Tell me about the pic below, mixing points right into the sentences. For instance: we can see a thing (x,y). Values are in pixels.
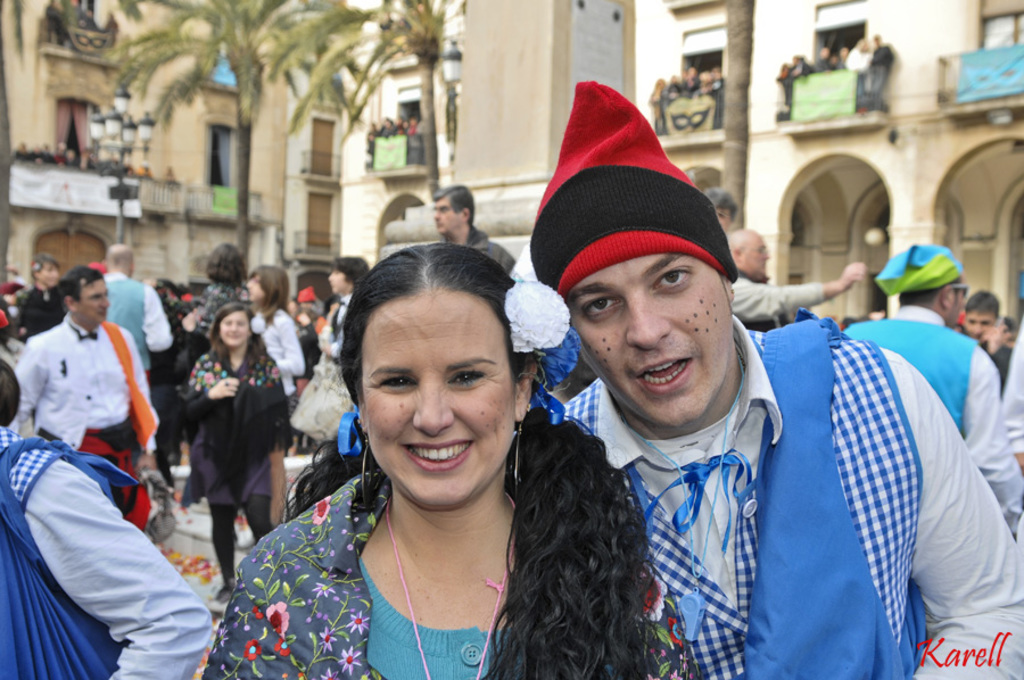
This image is clicked outside. There are many people (460,521) in this image. In the front (642,516), the man (678,467) is wearing red cap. In the background (84,117), there is a building (995,241) along with the trees (244,193). At the bottom (187,572), there is ground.
